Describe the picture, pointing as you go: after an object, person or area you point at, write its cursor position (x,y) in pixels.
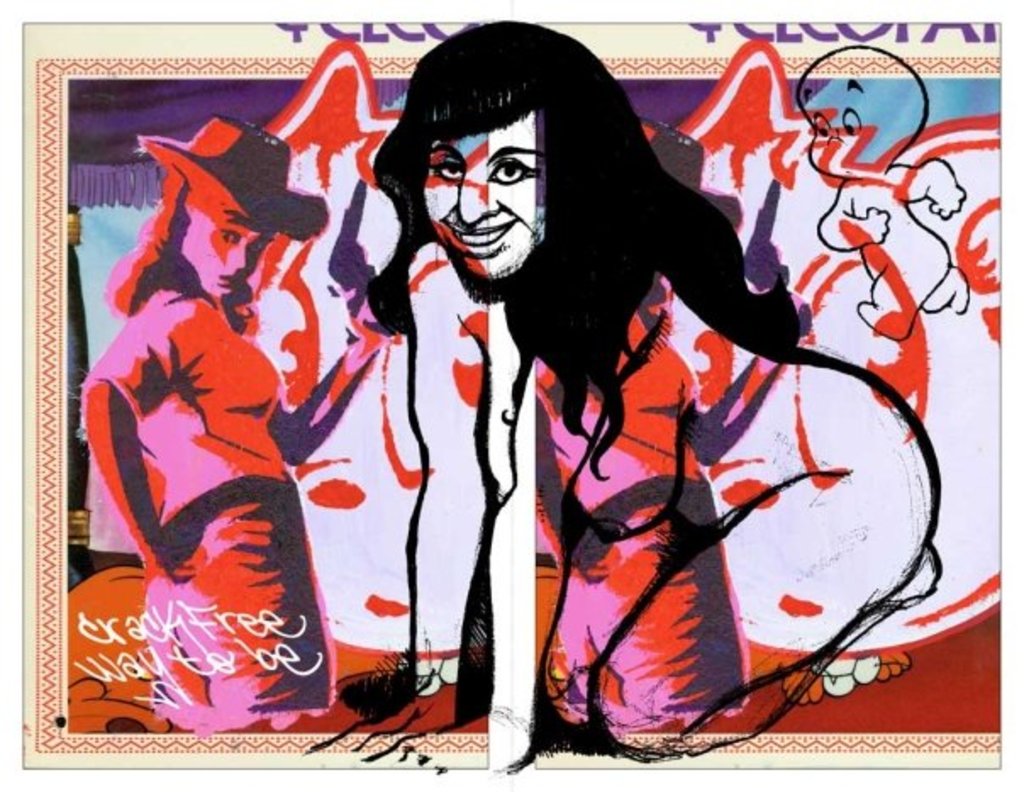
This is a picture of the painting (430,414). In this picture, we see the painting (652,584) of the woman (625,554) and a baby (868,137) and it is in pink, red, white, black and blue color. On the left side (142,668), we see some text (268,668) written. This picture might be a photo frame (216,56).
